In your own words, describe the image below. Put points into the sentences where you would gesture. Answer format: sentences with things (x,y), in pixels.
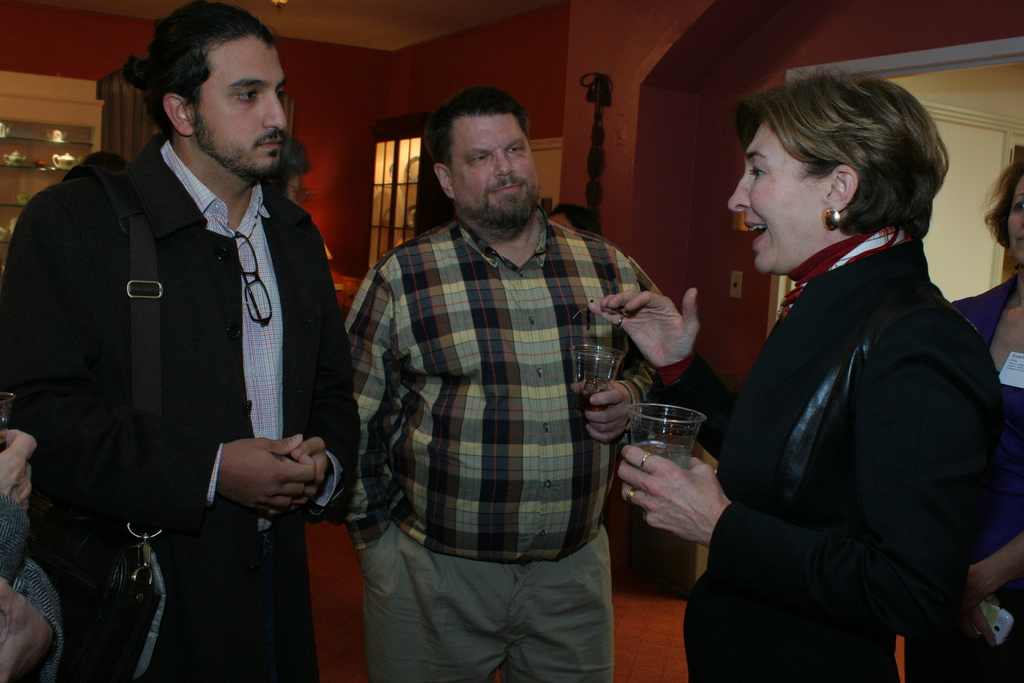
In this image we can see a man (542,350) and a woman (747,452) standing on the floor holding a glass (665,449). On the left side (213,448) we can see a man (188,223) wearing a bag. On the right side (1016,309) there is a woman (1018,383) holding a cellphone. On the backside (655,198) we can see a wall (504,57), shelves (92,123), door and a window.
